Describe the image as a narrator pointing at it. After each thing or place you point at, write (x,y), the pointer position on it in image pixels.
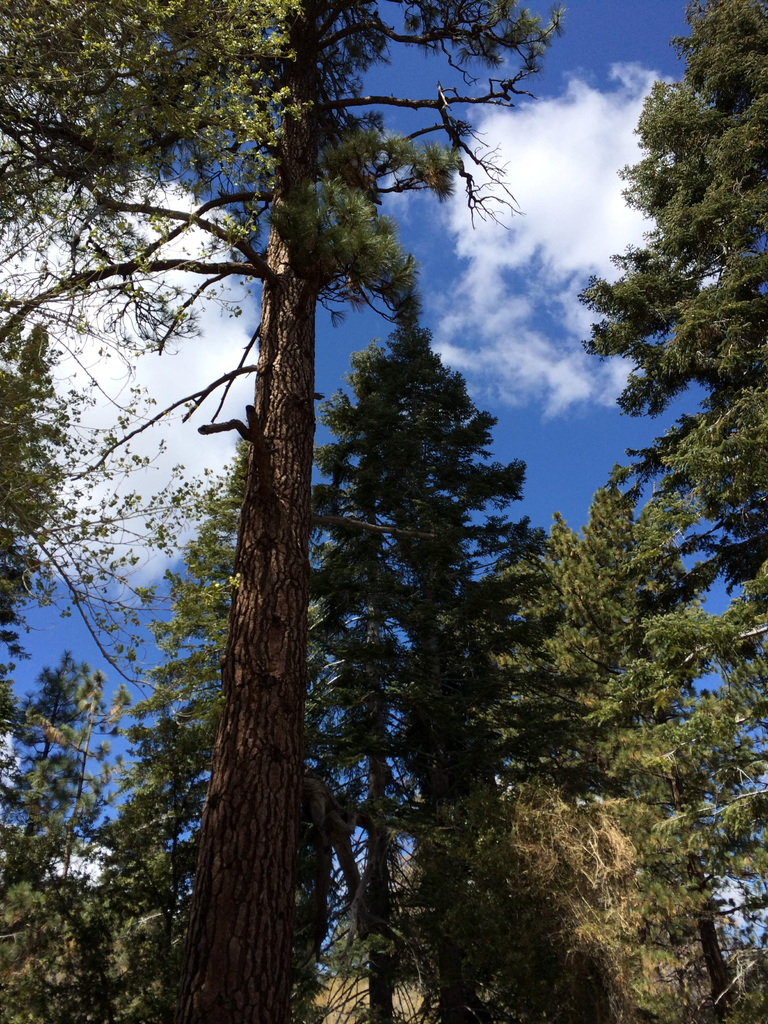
In this image I can see the trees (323,775). At the top (454,314) I can see the clouds (567,146) in the sky (601,43).
